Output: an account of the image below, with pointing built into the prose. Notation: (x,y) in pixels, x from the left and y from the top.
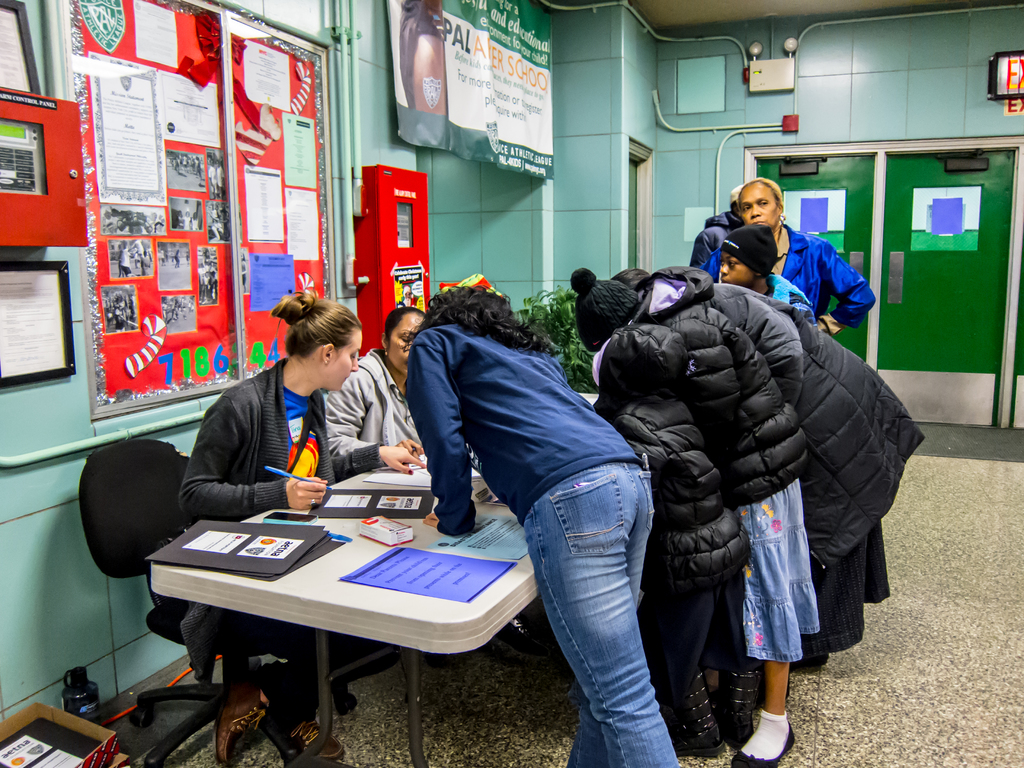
Here I can see two women (310,441) are sitting on the chairs (119,513) in front of the table (317,604) and writing something on the papers (330,499) with a pen (281,474). On the table (325,581) I can see few files (267,553) and papers (378,563). On the other side of the table (482,622) few people (612,367) are wearing black color jackets (670,454) and standing. At the back (469,216) there is a wall (469,216) to which I can see papers (129,161), photos (181,261) and some machines (76,164) are attached. On the top of the image (435,50) I can see a banner (522,77) which is hanging to the wall (595,32). On the left bottom of the image (59,725) I can see a box (91,732) and a bottle (80,700) on the floor (149,742).
